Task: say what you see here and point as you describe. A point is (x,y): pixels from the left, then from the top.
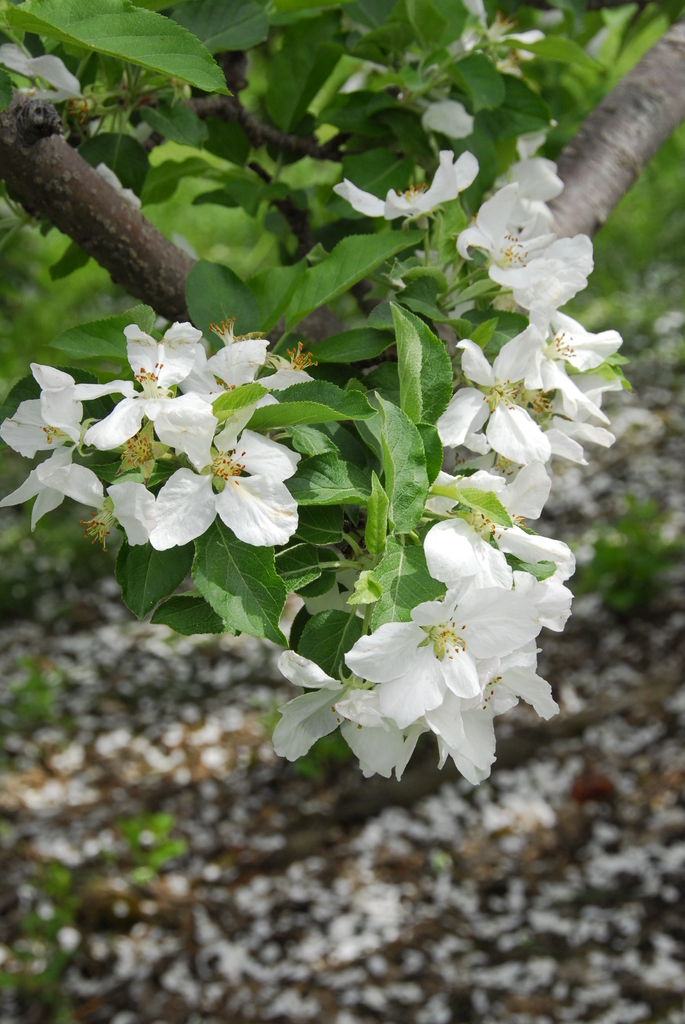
In the foreground of this image (277,516), there are white flowers (184,417) to the plant (359,182). On the bottom (474,829), there are flowers (355,922) on the ground (356,926).
